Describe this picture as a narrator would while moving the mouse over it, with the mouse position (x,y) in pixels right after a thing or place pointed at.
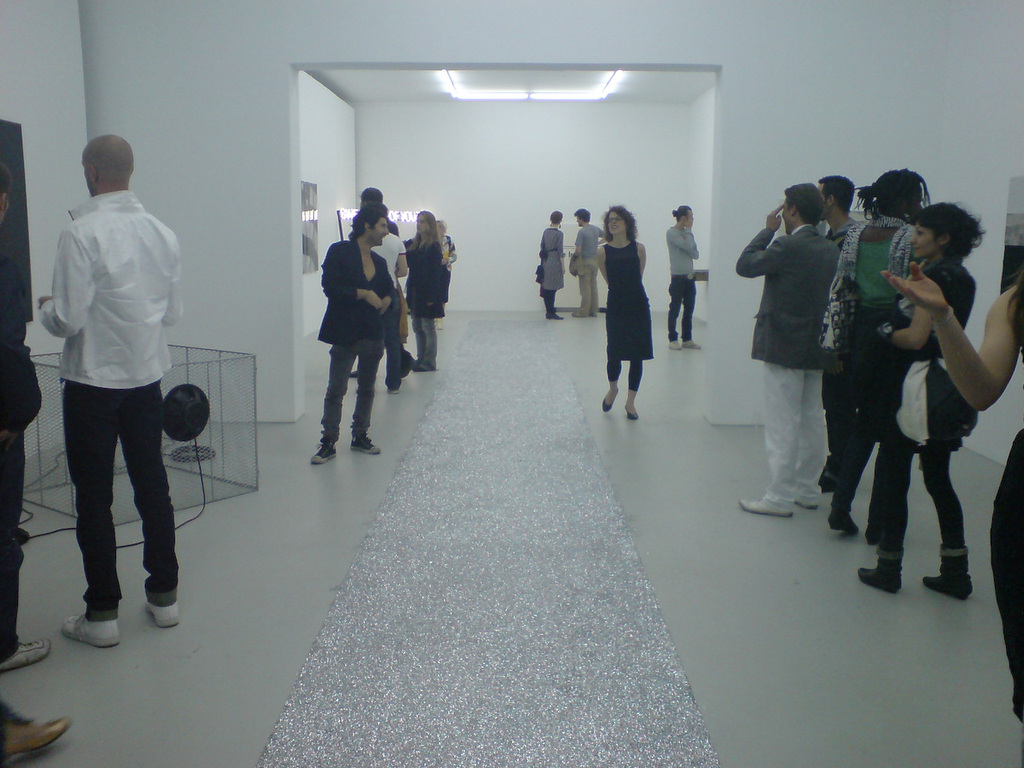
In this image there are group of people (963,577) standing, carpet (491,544), and at the background (13,184) there are frames (15,147) attached to the wall (540,209), lights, and an object (203,459) on the floor (287,516).
